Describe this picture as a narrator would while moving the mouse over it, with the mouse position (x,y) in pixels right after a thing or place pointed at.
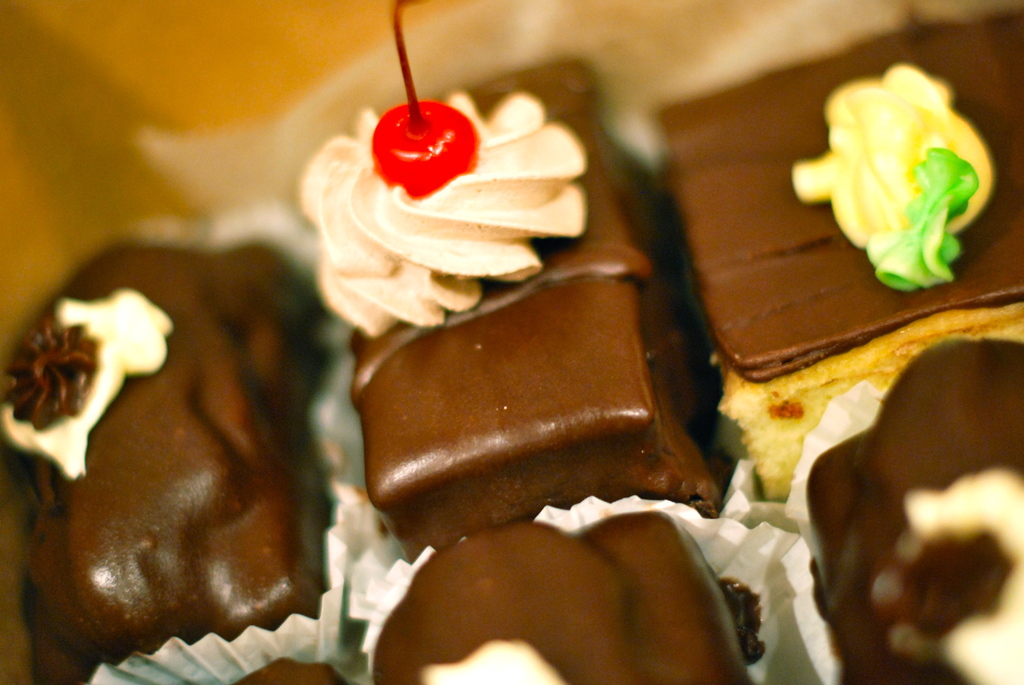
In this image I can see few cake pieces (613,376) which are brown, cream, yellow, green and red in color in the paper bowls (756,572) which are white in color. I can see the blurry background (655,4).
